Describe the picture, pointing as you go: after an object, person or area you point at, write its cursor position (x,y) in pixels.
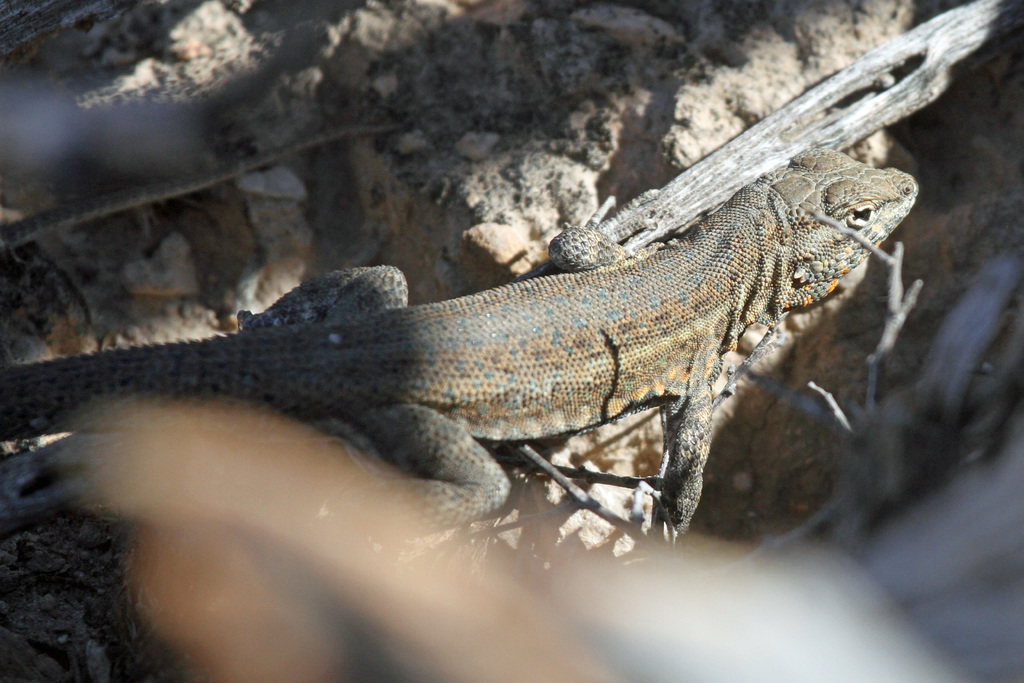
In this picture I can observe a reptile (380,377). This reptile (566,351) is in brown color. In the background (531,147) I can observe a rock (464,84).
